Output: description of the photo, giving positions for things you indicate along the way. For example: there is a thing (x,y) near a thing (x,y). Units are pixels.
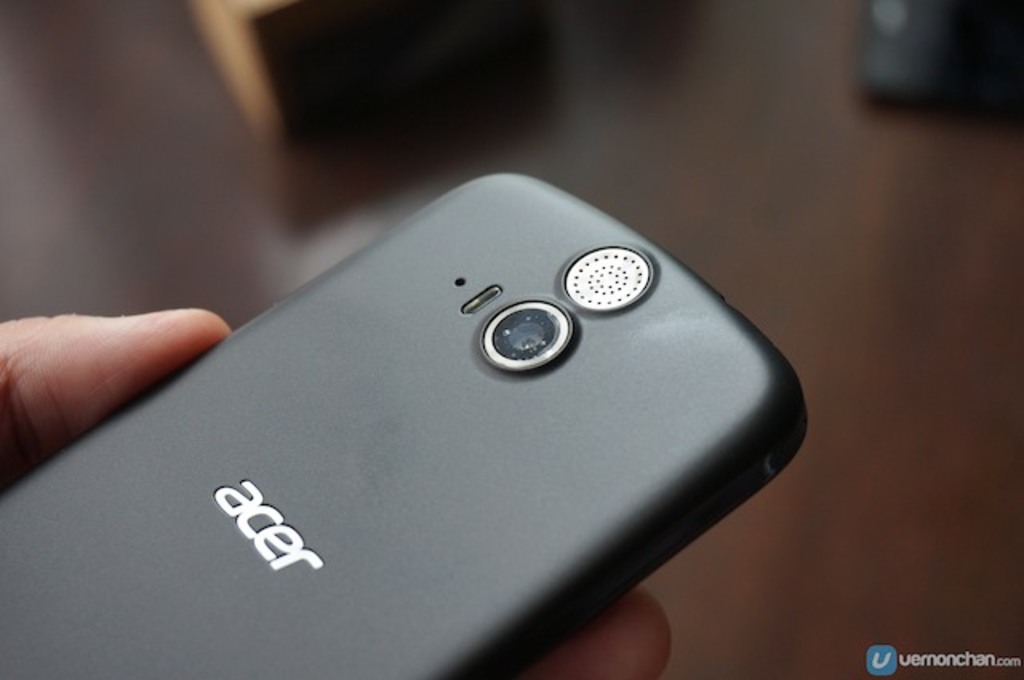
In this picture we can see a person (216,325) holding a mobile (269,502) and in the background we can see some objects (999,22) and it is blurry, in the bottom right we can see some text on it.
